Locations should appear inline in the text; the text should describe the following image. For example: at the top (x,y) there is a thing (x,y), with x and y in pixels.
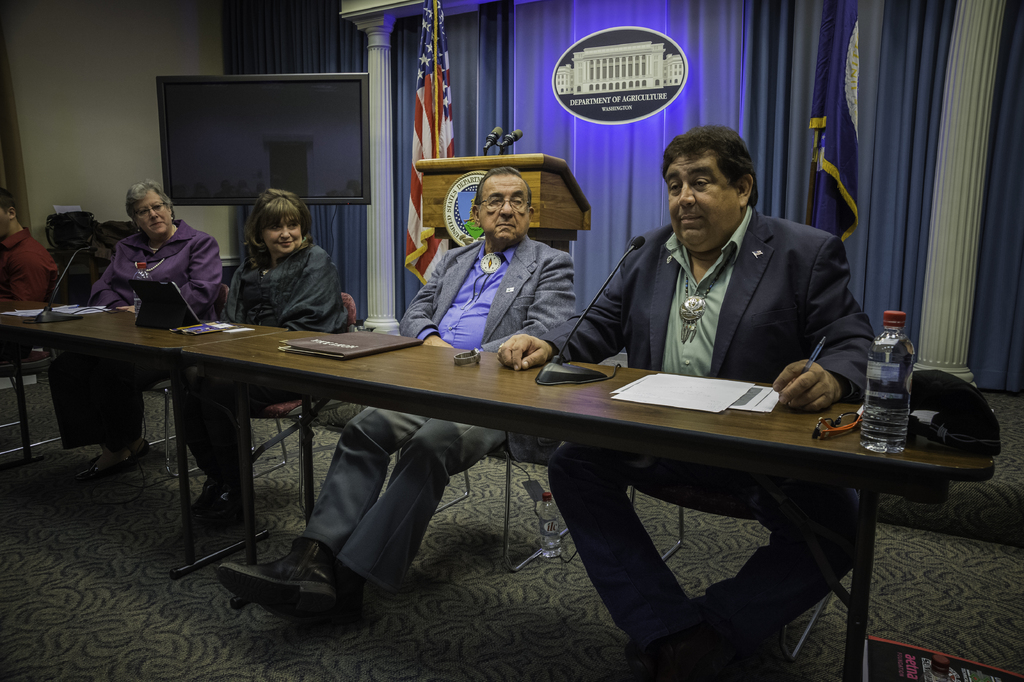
In this picture there are a group of people (0,276) sitting on the chair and have a wooden table (502,157) behind them with microphones (517,136). There is also a table (495,375) in front of them with some files (326,346) watches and spectacles (820,437), hat (913,440), water bottle (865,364) and one of the person (684,253) is staring at the people (714,271) who is in the front (414,524) and this woman (274,237) is smiling. In the background (441,139) there is a flag (432,77), a television (239,117) and a curtain (325,71).
